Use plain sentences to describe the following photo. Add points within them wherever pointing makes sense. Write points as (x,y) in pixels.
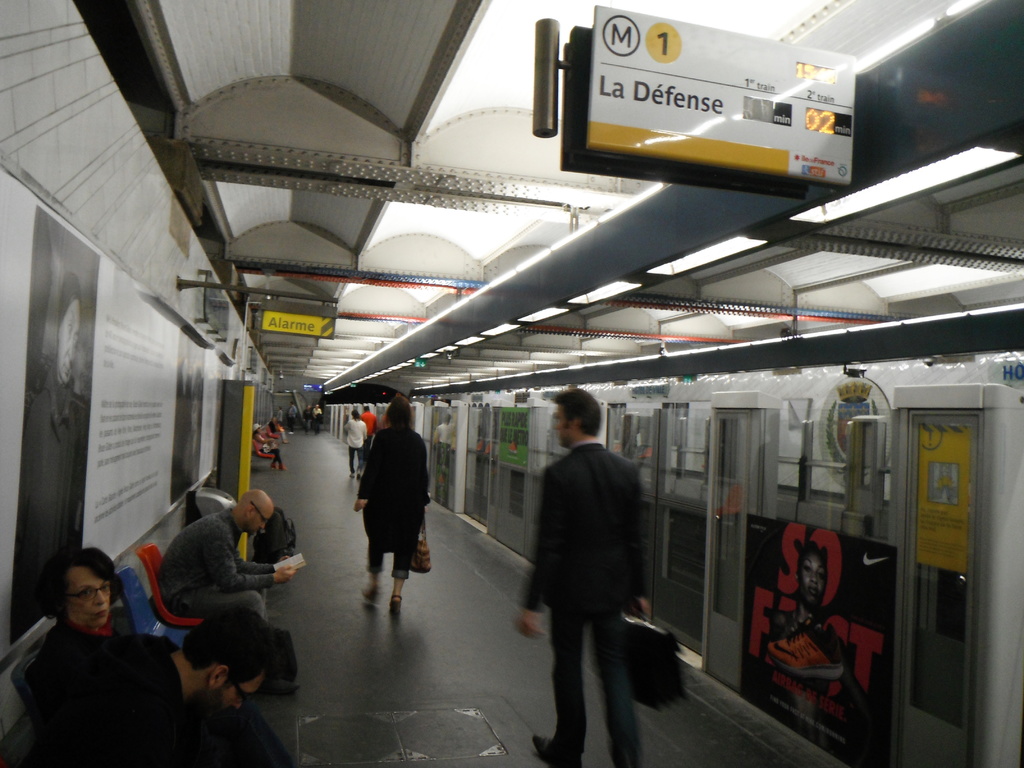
This picture describes about group of people (555,566), few are seated and few are walking, beside to them we can find few metal rods (933,242), lights (875,184) and hoardings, and also we can see a poster (129,396) on the wall (47,166).
